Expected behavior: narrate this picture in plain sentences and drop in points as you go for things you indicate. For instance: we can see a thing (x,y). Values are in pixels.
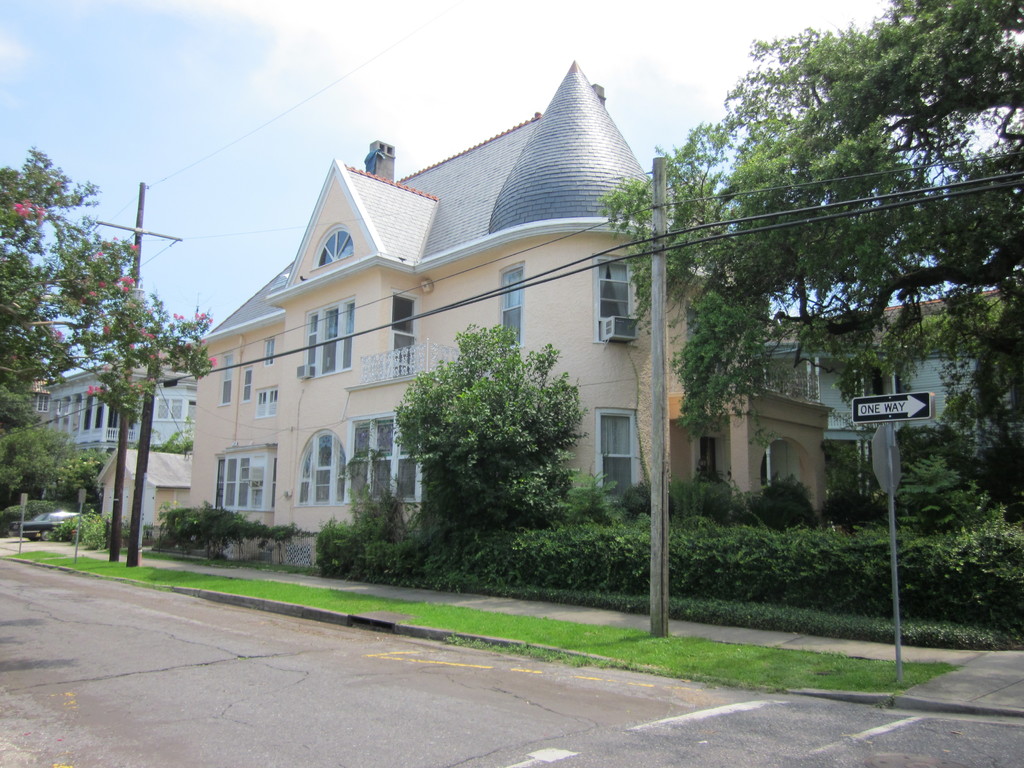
In this image I can see the road (239,699), few poles (135,483), few wires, a board (897,397), few trees (151,393) and few flowers (120,286) which are pink in color. In the background (310,333) I can see few buildings (307,388), a car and the sky (235,121).
